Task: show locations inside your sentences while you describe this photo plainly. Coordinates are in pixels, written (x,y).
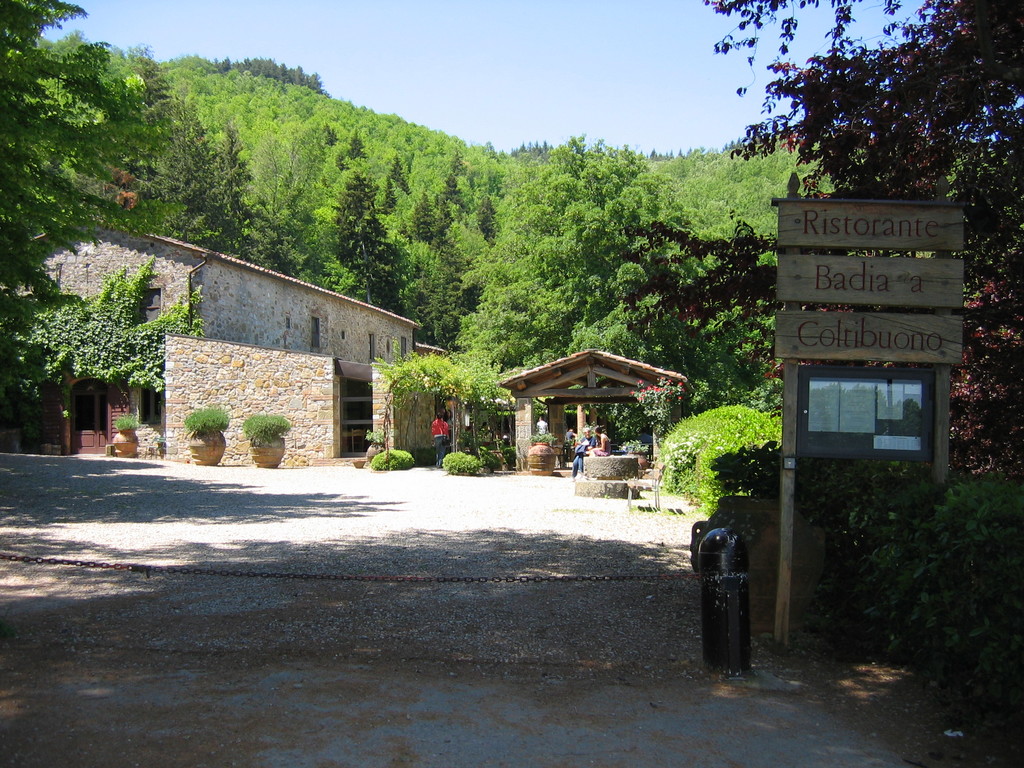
In this picture there is a building (274,340) in the left corner (258,399) and there is a hut (580,379) which has few persons (585,444) under it and there is a wooden board (901,297) which has something written on it in the right corner (897,348) and there is a black color object (730,586) beside it and there are trees (377,207) in the background (409,178).
